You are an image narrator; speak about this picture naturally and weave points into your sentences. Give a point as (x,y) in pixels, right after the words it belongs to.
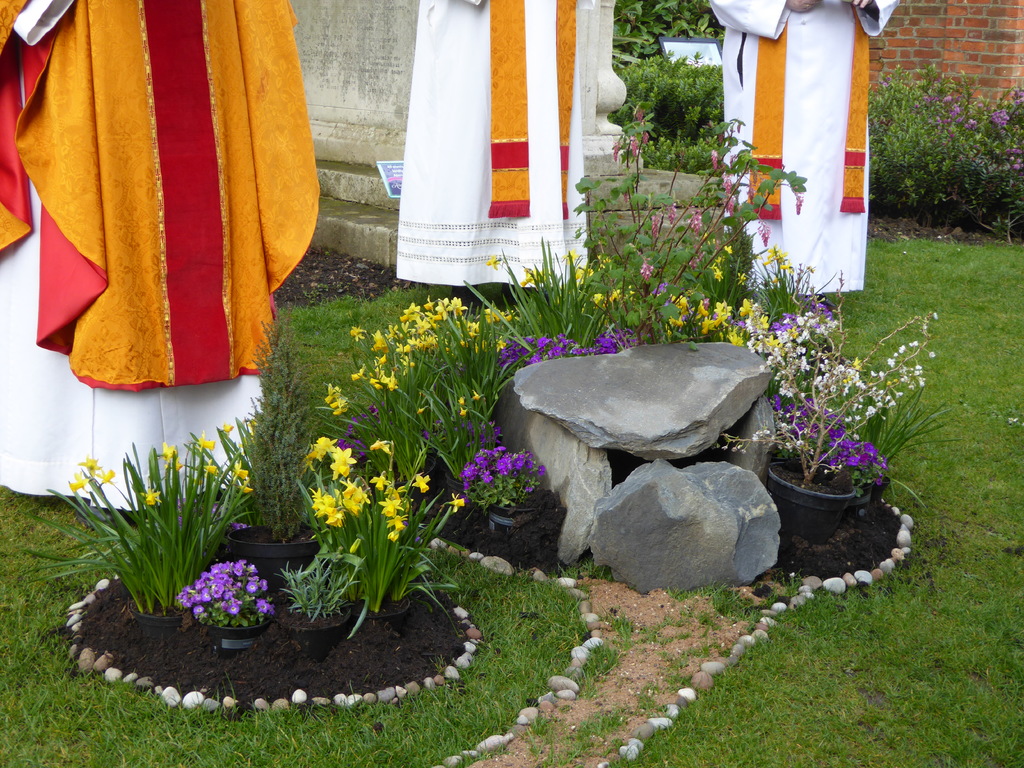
At the bottom of the picture (745,689), we see the grass (616,648), sand (651,671), stones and rocks (592,486). Beside that, we see the flower pots (238,628) and plants (432,429) which have flowers (230,592). These flowers (231,612) are in yellow, violet and white color. On the left side (194,40), we see the dress (40,243) of the person (29,336) in white, red and yellow color. In the background (473,141), we see two people (520,135) are standing and they are wearing the white, yellow and red color. Behind them, we see a wall (405,50). There are trees (681,82) and a whiteboard (684,45) in the background (886,94). On the right side (879,69), we see a building (1010,57) or a wall (917,59) which is made up of bricks (955,71).
